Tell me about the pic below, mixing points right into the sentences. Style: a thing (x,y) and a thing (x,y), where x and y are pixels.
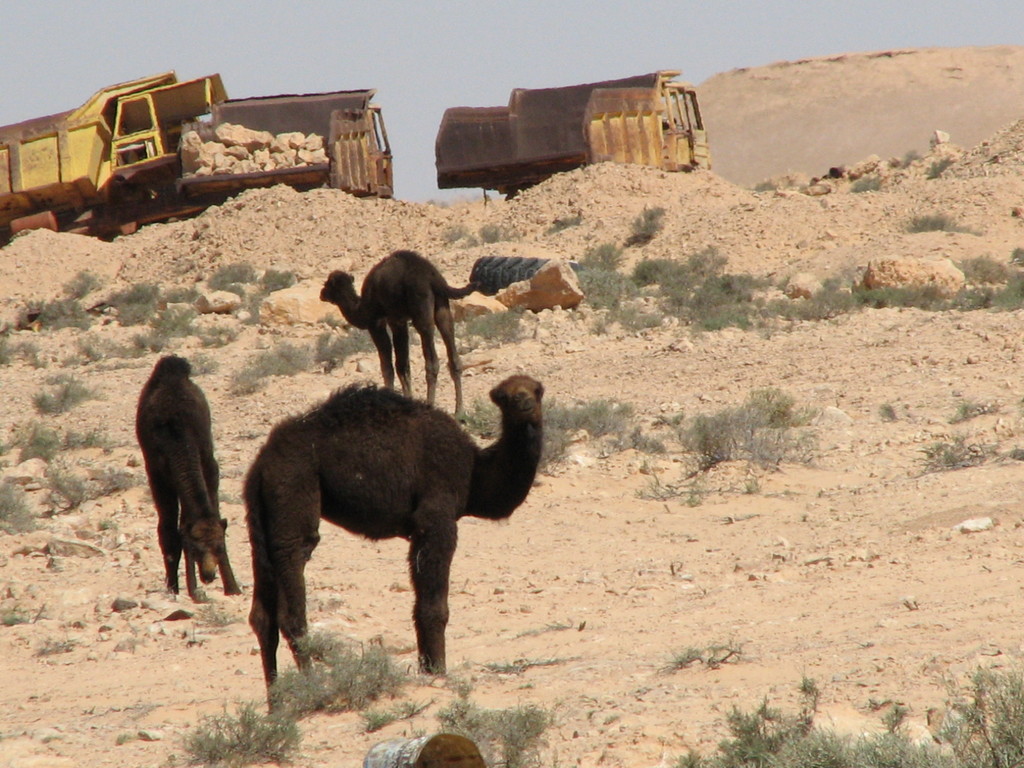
In this image we can see animals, ground (686,504), plants (460,725), stones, sand (771,195), and vehicles (11,146). In the background (417,85) there is sky (616,70).
